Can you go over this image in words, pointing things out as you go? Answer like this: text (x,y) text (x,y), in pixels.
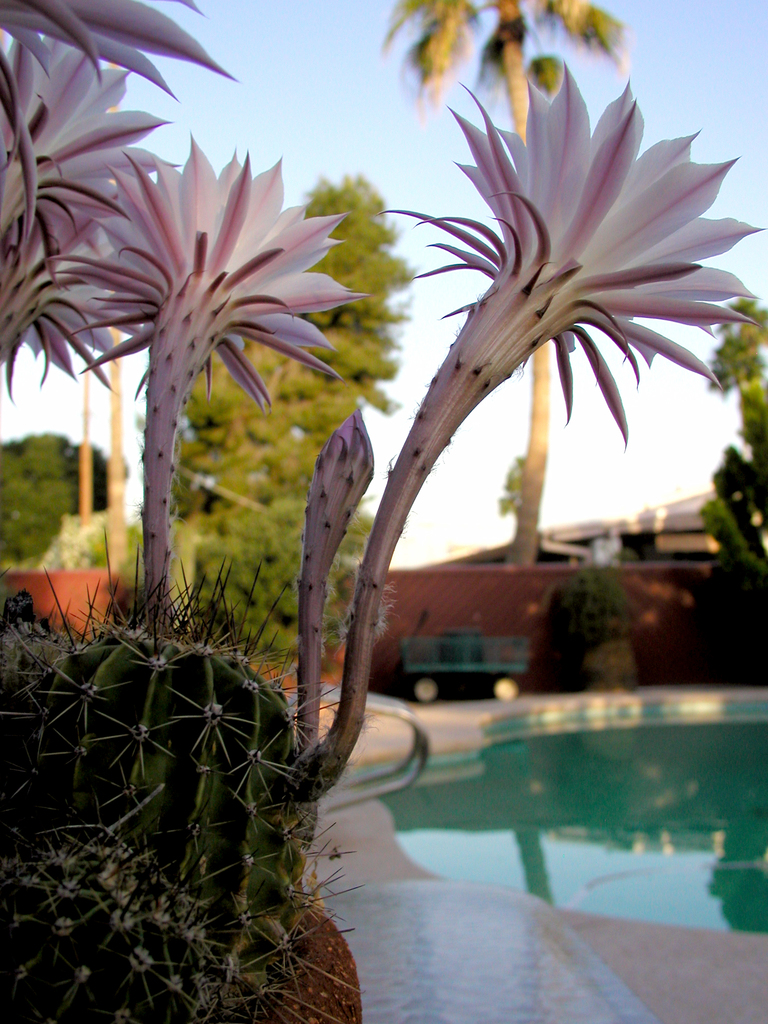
On the left side (99,736), there is a plant (161,709) having flowers (112,136) which are in pink and white color combination. On the right side (704,839), there is a swimming pool (523,853). In the background (745,473), there is a brown color wall (402,605), there are trees (534,546), there is a building (658,531) and there is blue sky (310,70).
